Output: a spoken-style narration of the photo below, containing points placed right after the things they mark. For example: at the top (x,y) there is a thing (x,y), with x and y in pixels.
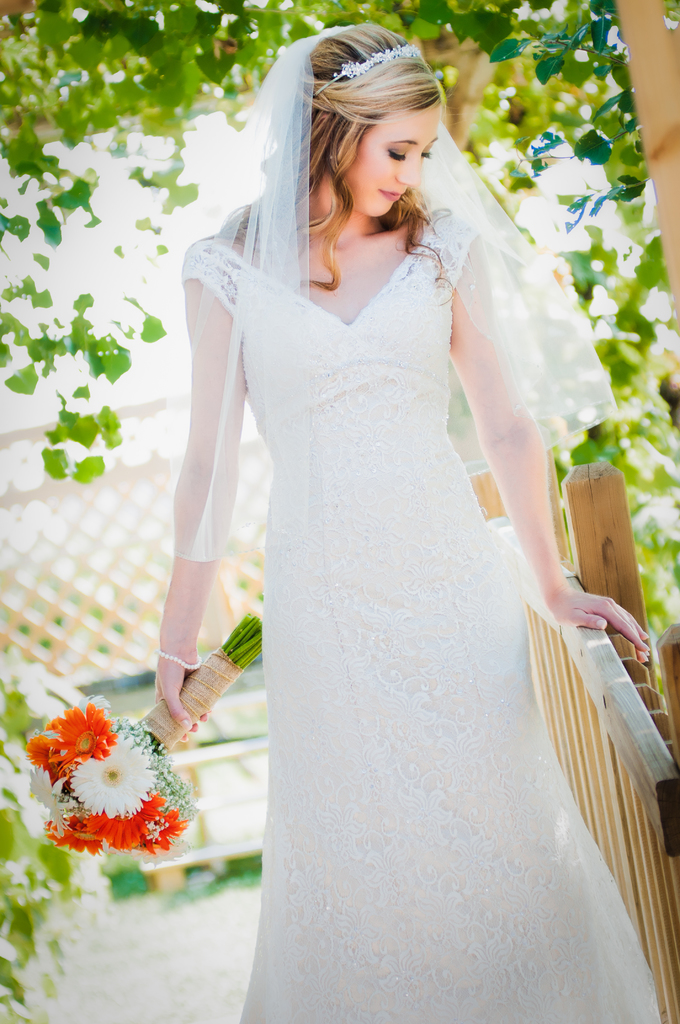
In this image there is a girl (492,645) standing wearing a white frock (400,366) and holding flowers (152,735) in her hand (174,696), on the right side (619,836) there is a wooden railing (665,695) and trees (564,110), in the background (69,620) it is blurred.
